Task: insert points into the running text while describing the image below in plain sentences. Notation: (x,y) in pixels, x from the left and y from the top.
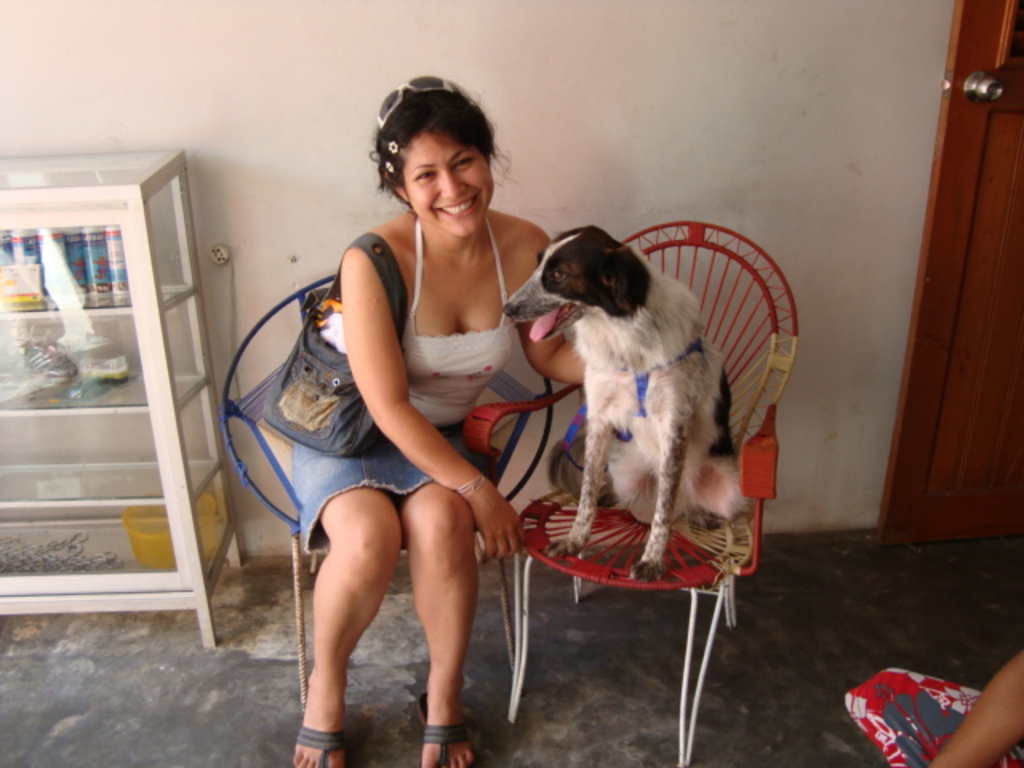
In this image we can see a woman (446,467) and dog (637,418) sitting on the chairs (588,551). We can see glass cupboard (169,377) and a door (980,233) in the background (982,374).
